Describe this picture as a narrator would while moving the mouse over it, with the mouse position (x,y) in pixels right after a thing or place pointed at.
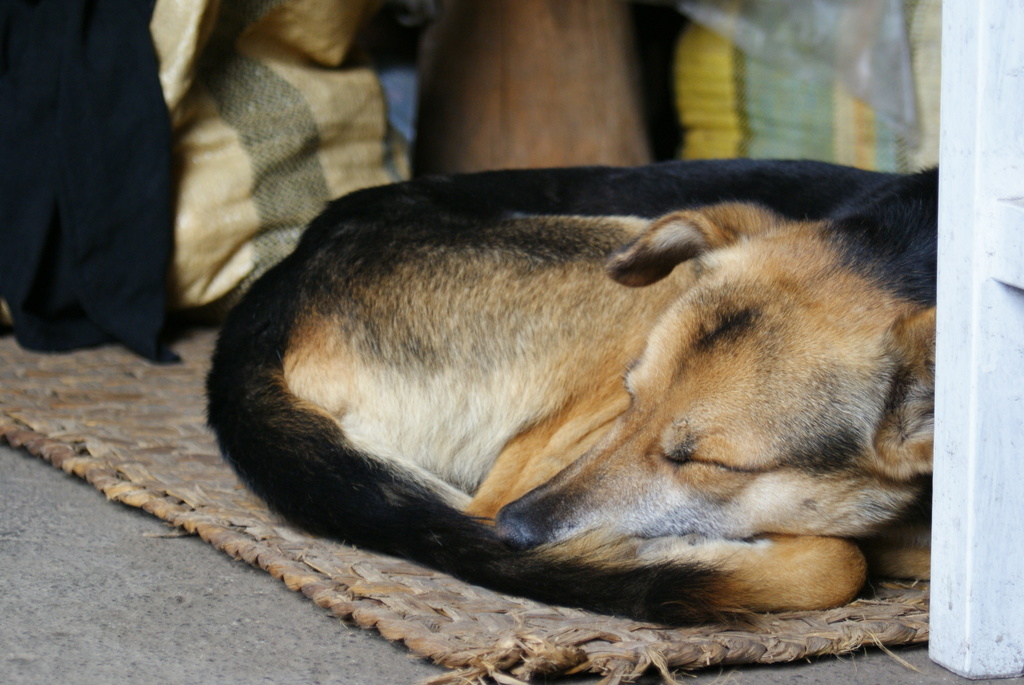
In the picture I can see a dog (445,403) sleeping on the handmade woven carpet (483,619), which is on the floor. There is a cloth (150,256) on the top left side of the picture (108,105). It is looking like a storage bag (299,55) on the carpet (502,602).
